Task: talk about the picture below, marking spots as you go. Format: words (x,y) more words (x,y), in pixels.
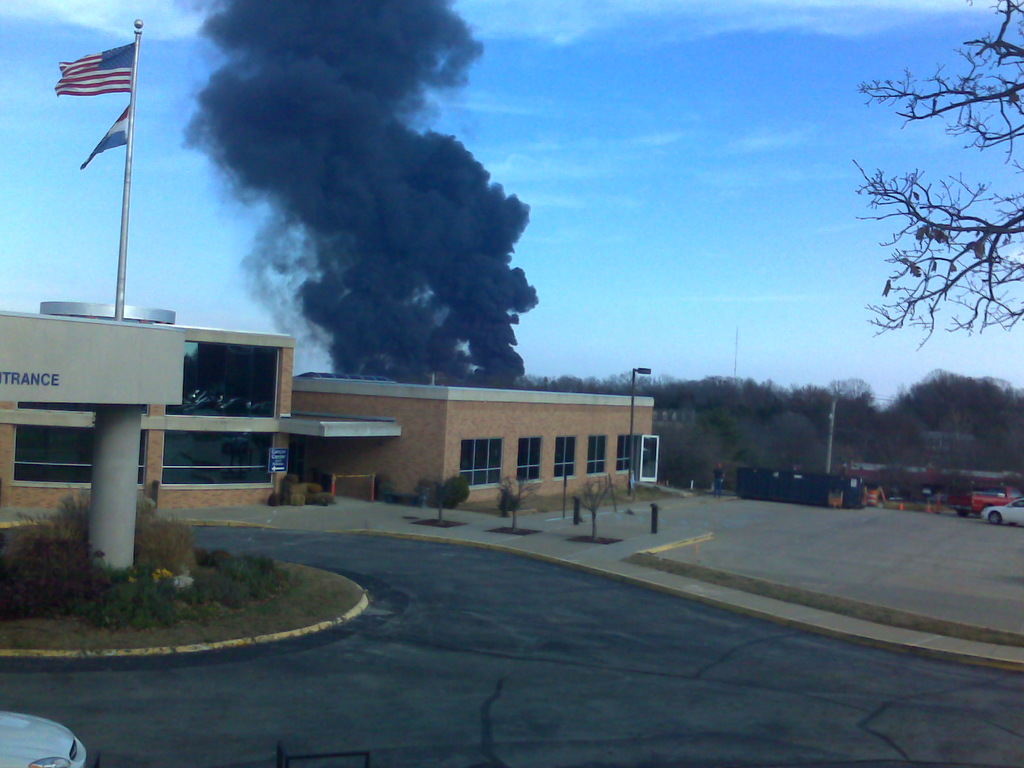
In this image we can see a building (392,428). There is a smoke (400,218) in the image. There is a road (879,665) in the image. There are two flags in the image. There are few vehicles (970,502) in the image. There is a car (74,740) at the bottom of the image (57,747). There is a blue sky (116,96) in the image. There is a grassy land (340,592) in the image. There are many plants (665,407) and trees (666,427) in the image. There is some text (46,379) on the wall (32,379) at the left side of the image (24,376). There are few poles (631,409) in the image.
